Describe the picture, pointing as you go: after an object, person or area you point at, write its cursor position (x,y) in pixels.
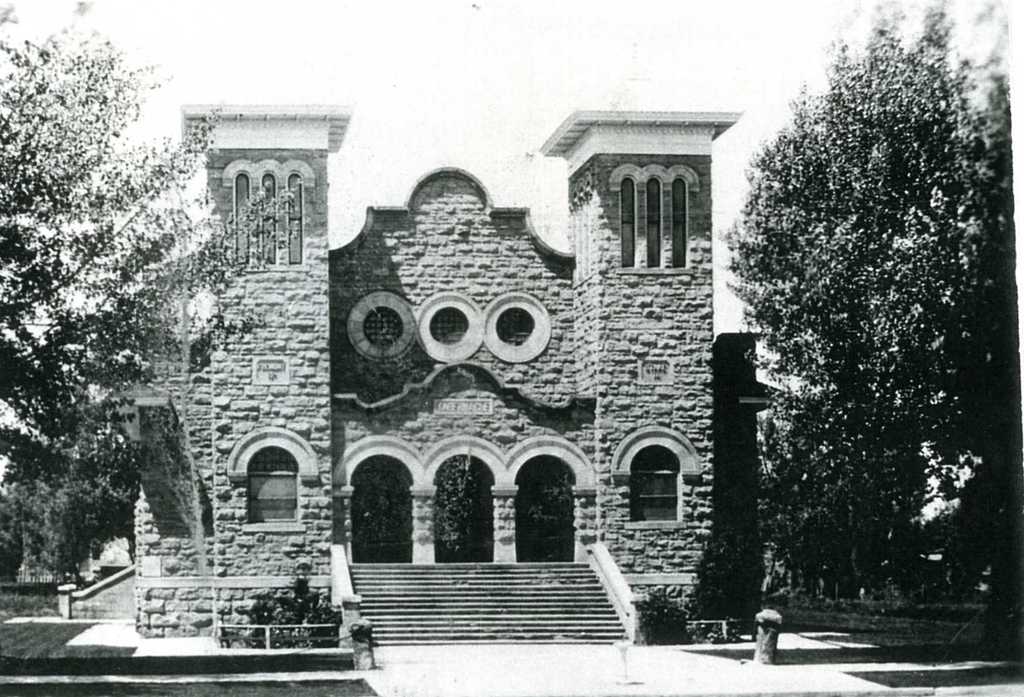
It is a black and white image, there is a fort (293,435) and around the fort (623,346) there are plenty of trees (800,338), there are three doors (458,495) at the entrance (432,510) of the fort (519,556).
